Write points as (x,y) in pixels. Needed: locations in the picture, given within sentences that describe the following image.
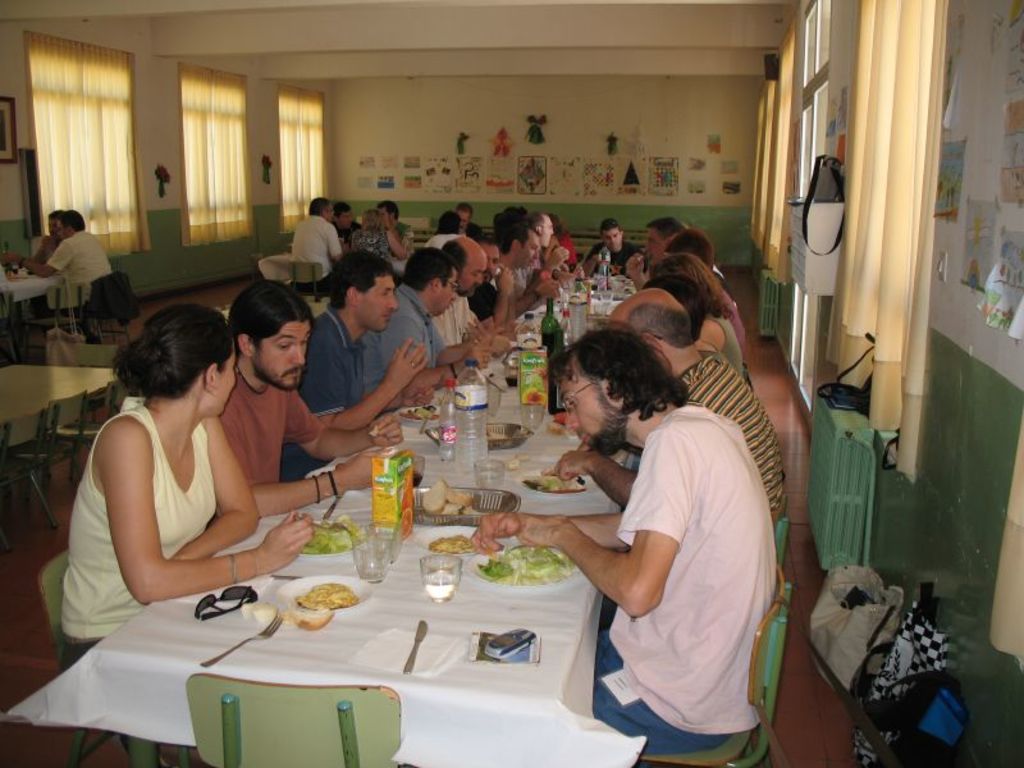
In a room (582,324) there are many girls (207,433), boys (719,591) and men (681,398) are sitting on a green color chair (772,634) and they are eating. In between them there is a table (306,659). On the table (526,692) there are juice bottle (377,517), glass (391,527), knife (411,667), fork (280,619), plate (335,581) with food item (340,600), goggles (235,594), water bottle (457,404) and many items (551,303) on it. to the right side (914,128) there is a window (899,208) with curtain (883,226). To the right side (904,640) bottom there are bags (893,648). To the wall (1009,217) there are some paper (1011,260) sticked to it. And in middle of the wall (364,141) there are some poster (539,163) attached to it. To the left side (185,188) there are three windows (282,111).
